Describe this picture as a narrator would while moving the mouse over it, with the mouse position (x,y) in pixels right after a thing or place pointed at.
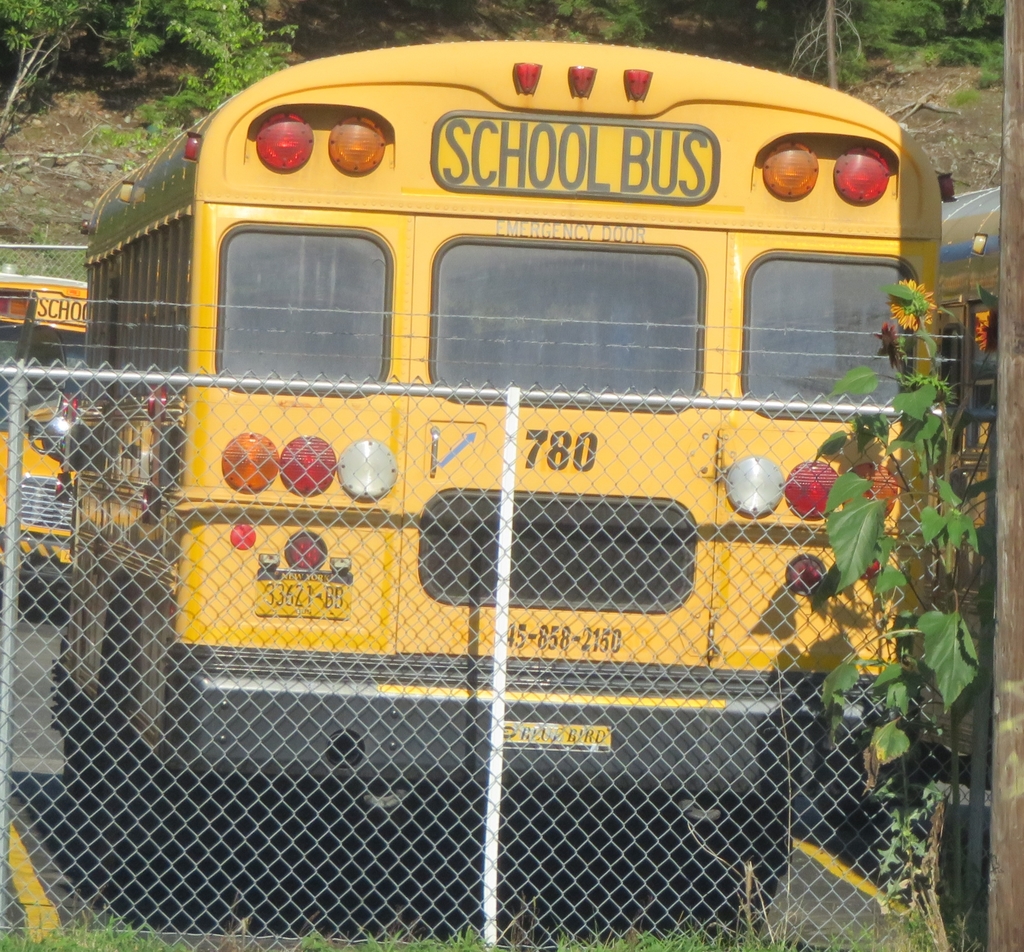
There are buses (238,300) with windows (348,287), lights (296,154) and something written on the bus (580,131). There is a mesh fencing (869,410). On the right side (834,440) there is a plant (950,623). In the background (626,3) there are trees (758,5).
